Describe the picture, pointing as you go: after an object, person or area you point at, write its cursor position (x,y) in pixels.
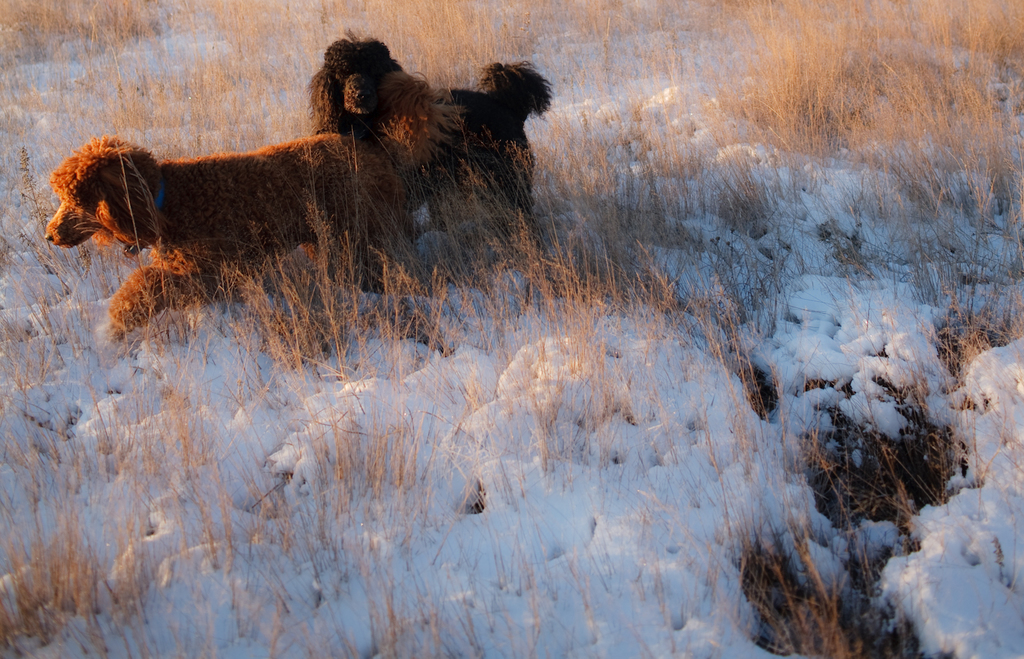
In this image, I can see two dogs (272,194) standing. This is the grass (898,89) and the snow (578,402).
